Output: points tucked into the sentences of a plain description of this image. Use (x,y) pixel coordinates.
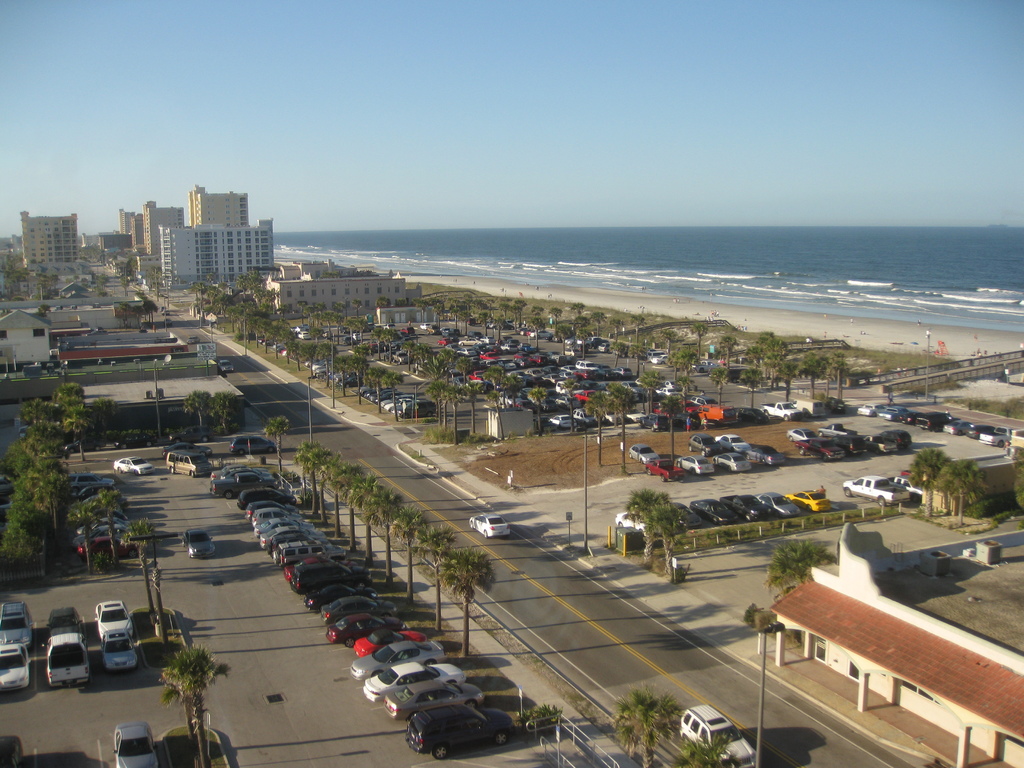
In this image there are vehicles (344,567) and there are trees (356,501), buildings (196,259), and there is an ocean (808,259).
